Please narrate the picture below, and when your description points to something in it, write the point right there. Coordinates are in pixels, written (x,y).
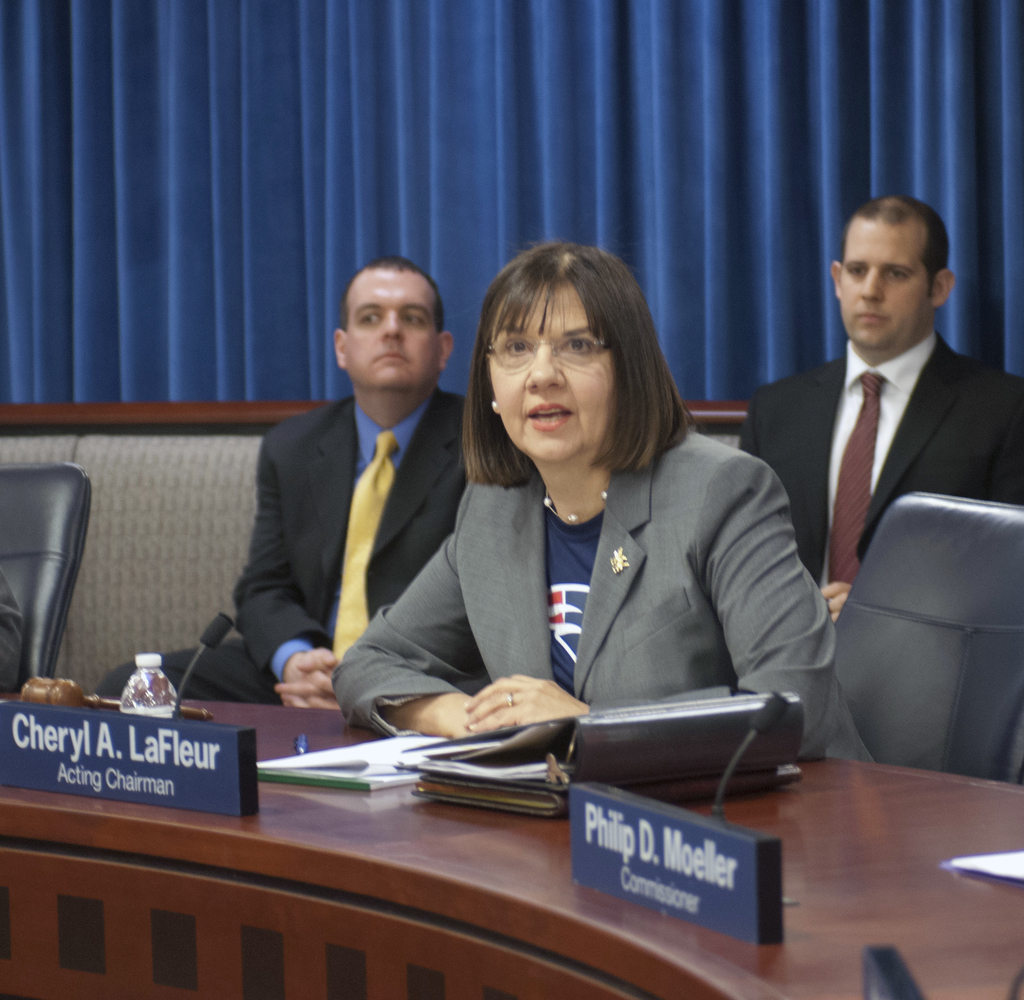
In this image there are three persons (587,534) sitting on to the chairs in middle of this image (645,470) and there is a blue color curtain (424,184) on top of this image (362,184). There is a table (337,845) on bottom of this image (300,766) and there are some objects (483,802) kept on it.
